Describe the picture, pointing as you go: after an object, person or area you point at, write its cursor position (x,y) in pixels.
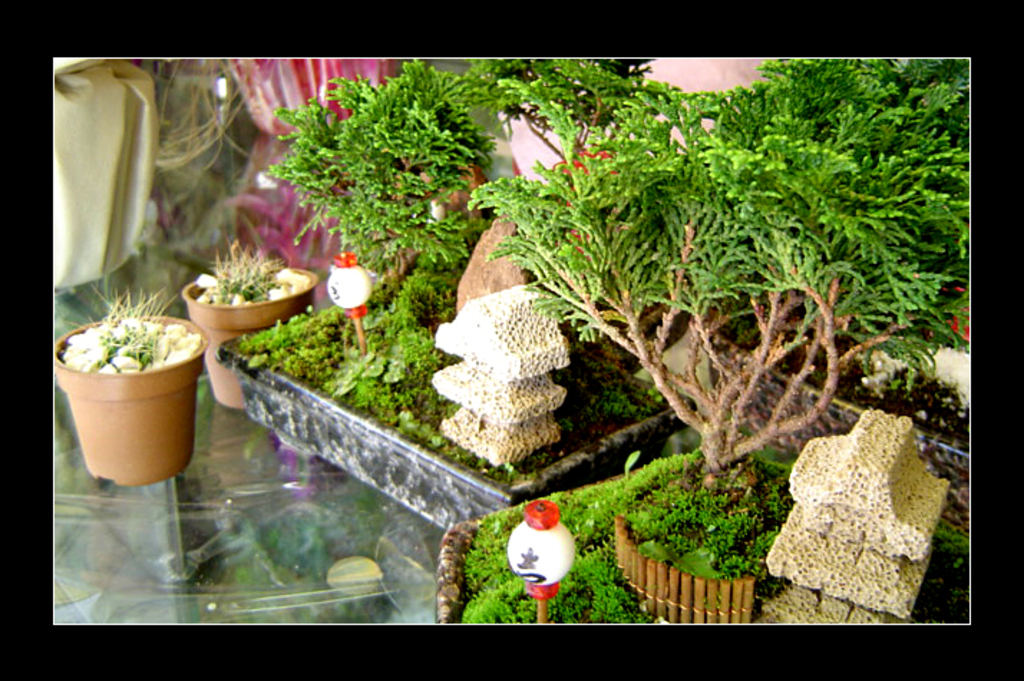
In this image at the bottom (143,502) there is one table (156,486), on the table (225,429) there are some flower pots (198,329) and some plants (753,535). And in the background (209,169) there are some other objects (177,234).
